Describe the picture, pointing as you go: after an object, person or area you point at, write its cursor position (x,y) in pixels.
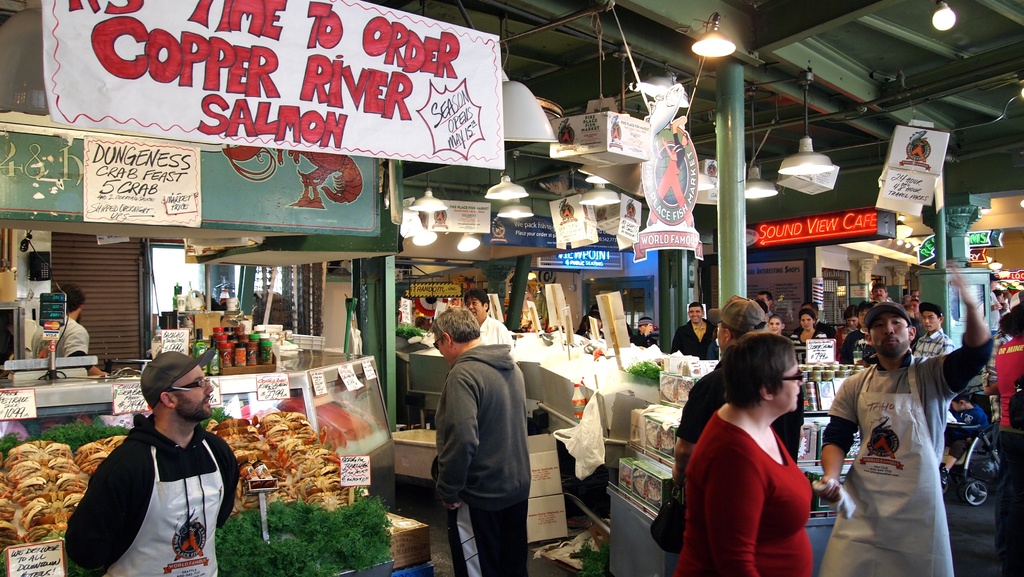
In this picture we can see group of people (770,341), in the background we can find few bottles (214,347), boxes (202,321), plants (376,509), weighing machine (83,363), hoardings (452,151) and lights (510,126), on the right side of the image (974,492) we can see a baby cart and a digital screen (825,238).
